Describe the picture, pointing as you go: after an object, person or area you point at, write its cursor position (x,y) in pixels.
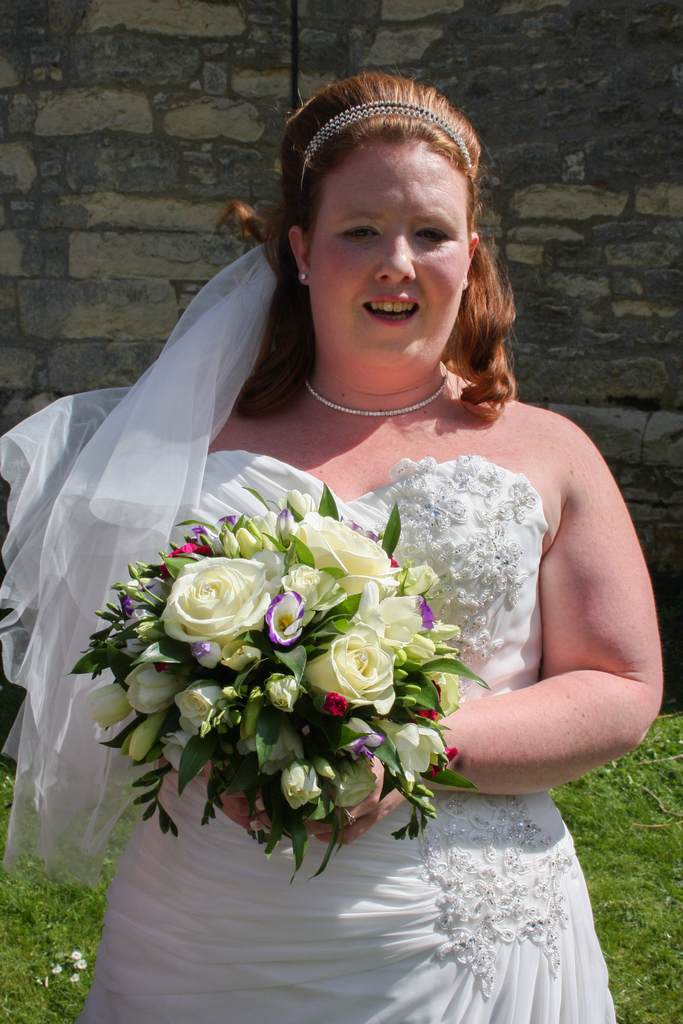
In this image we can see a lady (261,848) holding a flower bouquet (259,746), also we can see the grass (656,754), and the wall (634,254).
